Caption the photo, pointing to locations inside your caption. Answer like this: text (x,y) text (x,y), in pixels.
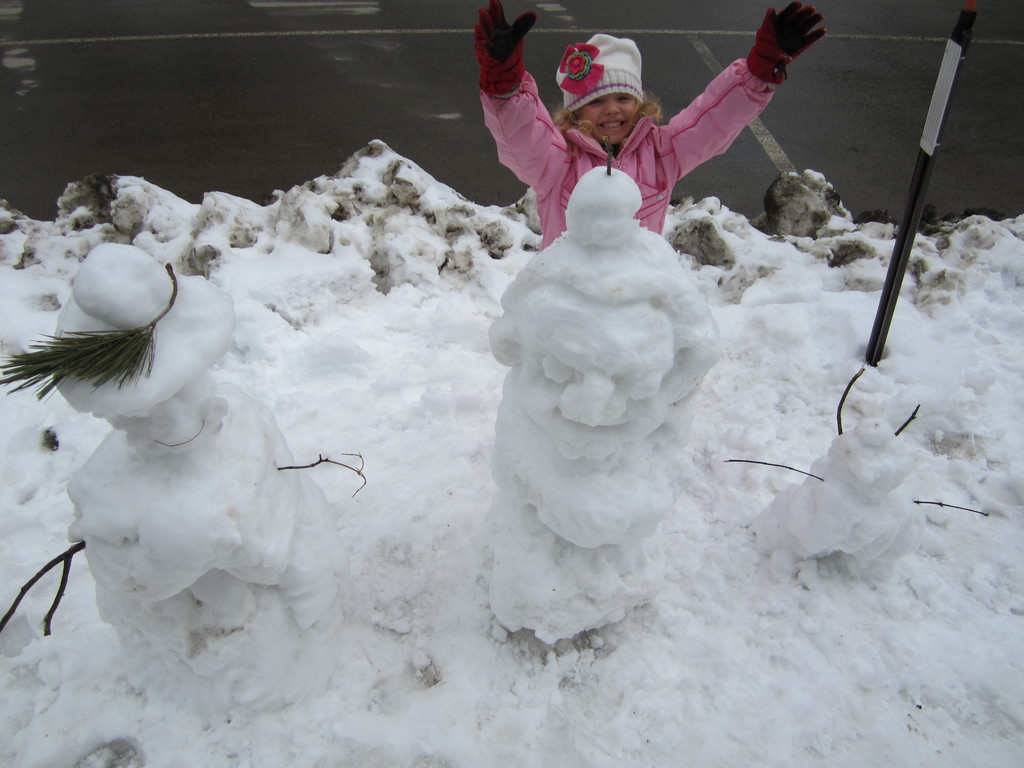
In this image there is a girl (566,207) standing. In front of her there are snowmen (563,461). There are sticks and leaves (113,357) on the snowman (119,547). Behind her there is a road (784,90). Beside her there is a pole (910,226). At the bottom (375,649) there is snow (606,625) on the ground (645,636).
